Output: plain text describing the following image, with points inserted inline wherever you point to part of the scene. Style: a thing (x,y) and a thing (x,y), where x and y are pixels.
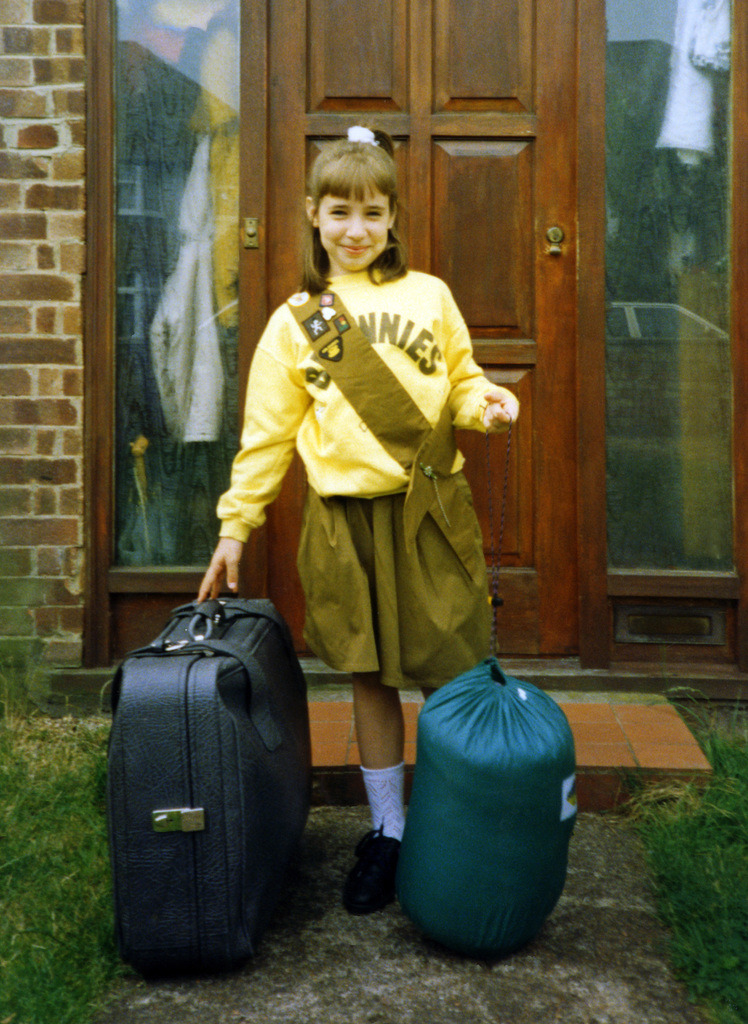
In the picture a kid (319,545) is standing in front of the house (25,326) she is holding the luggage (456,740) she is posing for a photo she is wearing yellow dress (384,320) in the background (492,152) there is a door (505,204), two windows (623,114) and beside that there is a brick wall (30,317).
